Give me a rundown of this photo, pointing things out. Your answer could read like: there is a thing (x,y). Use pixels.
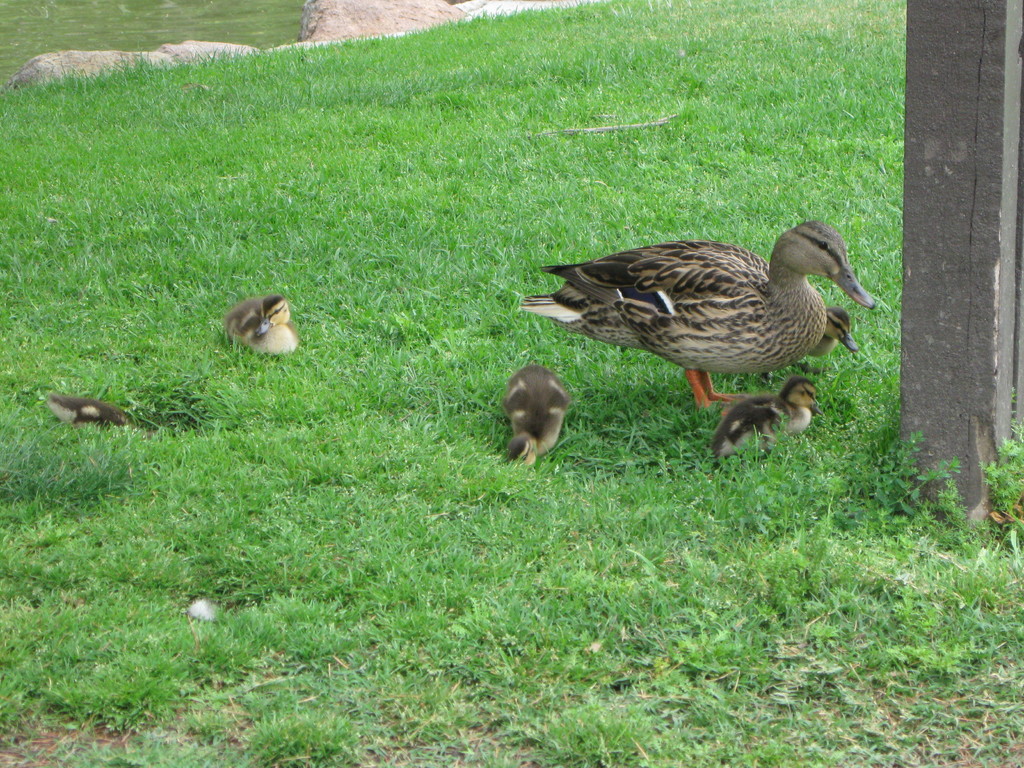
In the center of the image (622,267) there are birds (588,271) on the grass (331,492). To the right side of the image (939,216) there is a pole (988,285).
